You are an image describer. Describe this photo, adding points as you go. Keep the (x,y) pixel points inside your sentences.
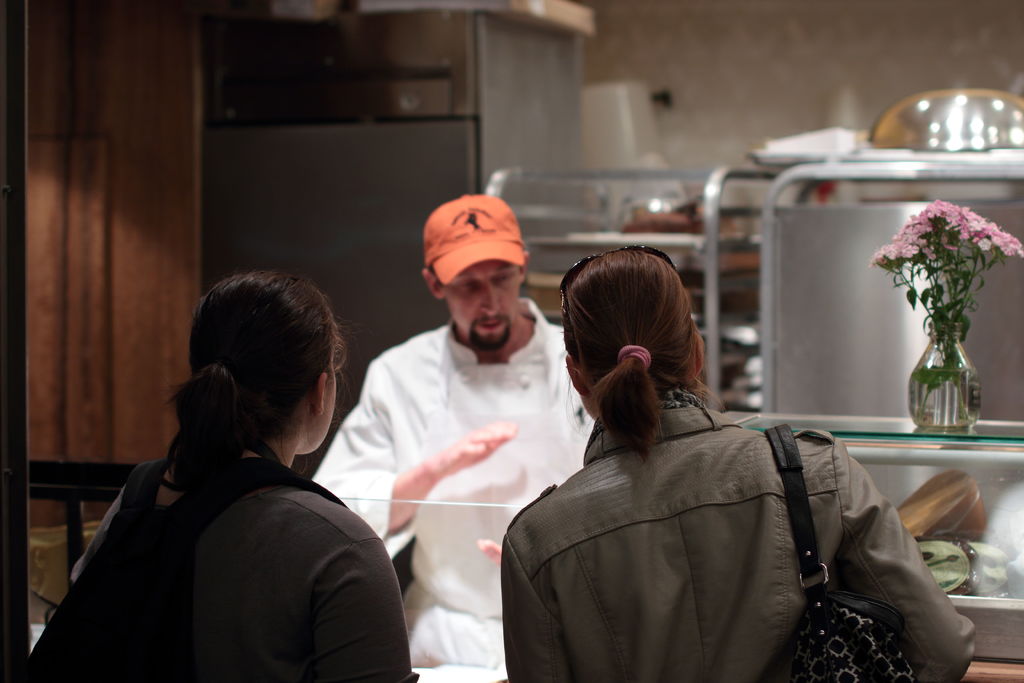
In this image, we can see three people (411,464). Two are wearing bags (161,593). Here a person (480,358) is wearing a cap (473,256). On the right (962,424), we can see a flower vase (954,398) with flowers (937,240), glass objects (949,438), few things (942,576). Background (163,235) there is a blur view. Here we can see wall (771,123), rods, few items (667,203), wooden object (180,272).
